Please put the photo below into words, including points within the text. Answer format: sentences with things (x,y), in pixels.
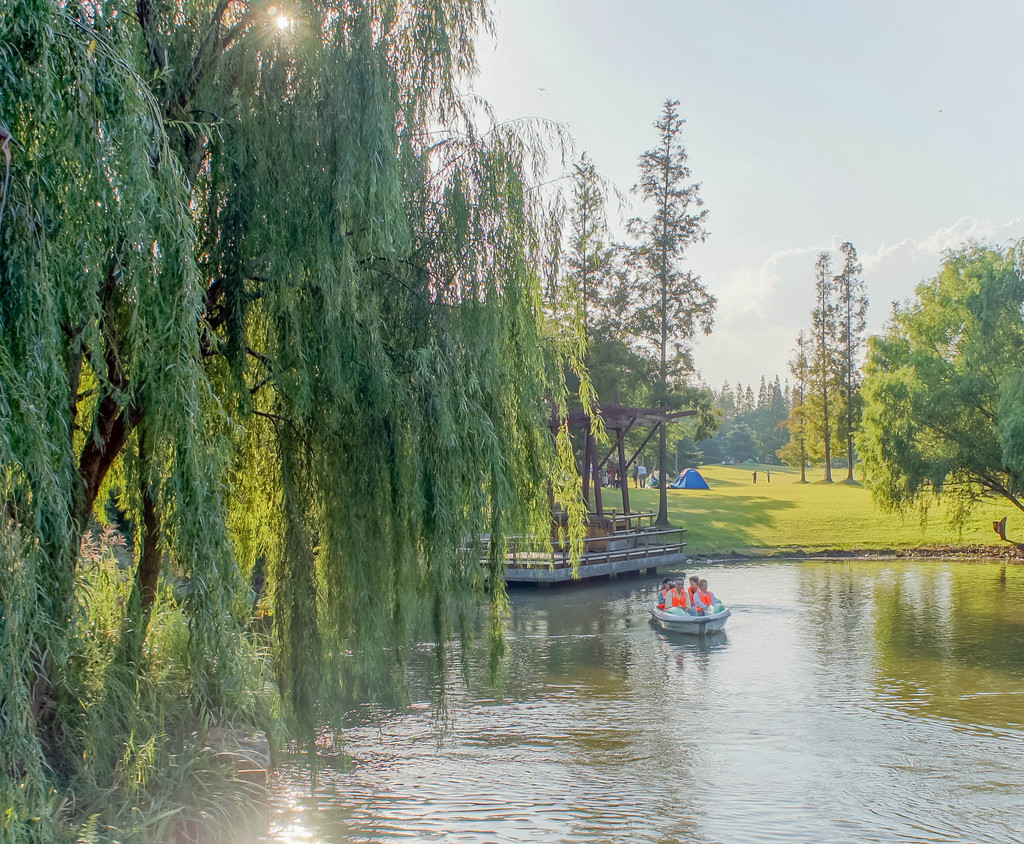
Here we can see few persons (668,584) sitting in a boat (686,621) on the water (712,640). On the left (169,351) we can see a tree (260,407). In the background (600,455) we can see trees (663,484), wooden poles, two tents (653,474) and few persons (635,472) standing on the grass (692,502) and clouds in the sky (808,154).
